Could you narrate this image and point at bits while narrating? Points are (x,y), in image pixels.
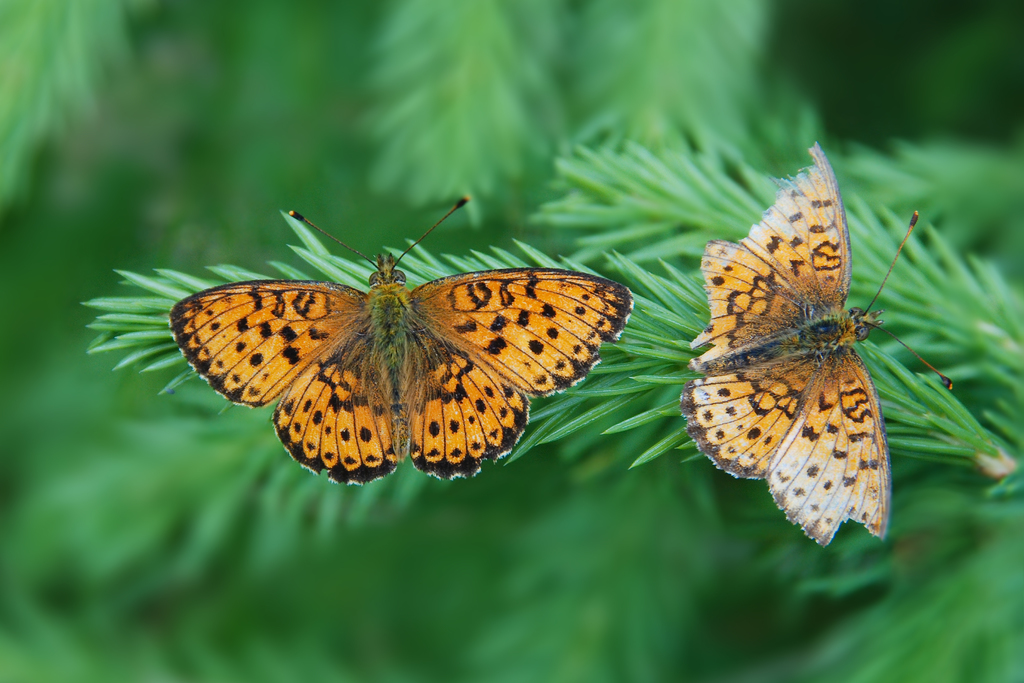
There are two butterflies (535,394), which are on the leaves (687,294). The background (258,165) looks green in color, which is blur.
